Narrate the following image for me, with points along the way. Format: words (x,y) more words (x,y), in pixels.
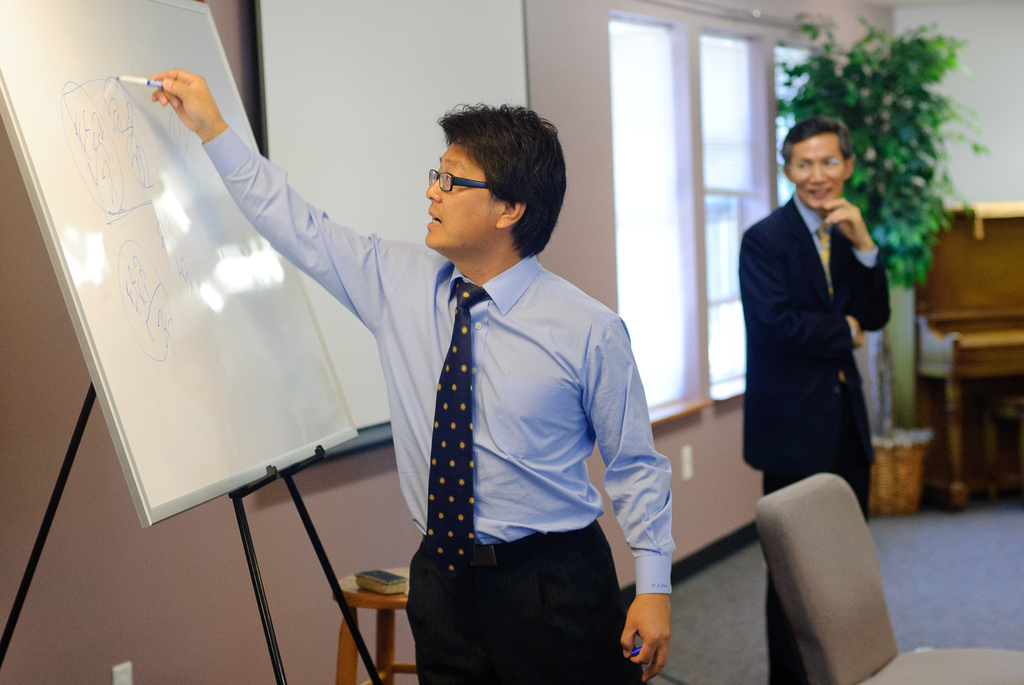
In the center of the image (383,325) there is a person (426,667) writing on a board (136,249). In the background of the image (748,454) there is another person (760,462). There is a window (628,129). There is a plant (881,251).
